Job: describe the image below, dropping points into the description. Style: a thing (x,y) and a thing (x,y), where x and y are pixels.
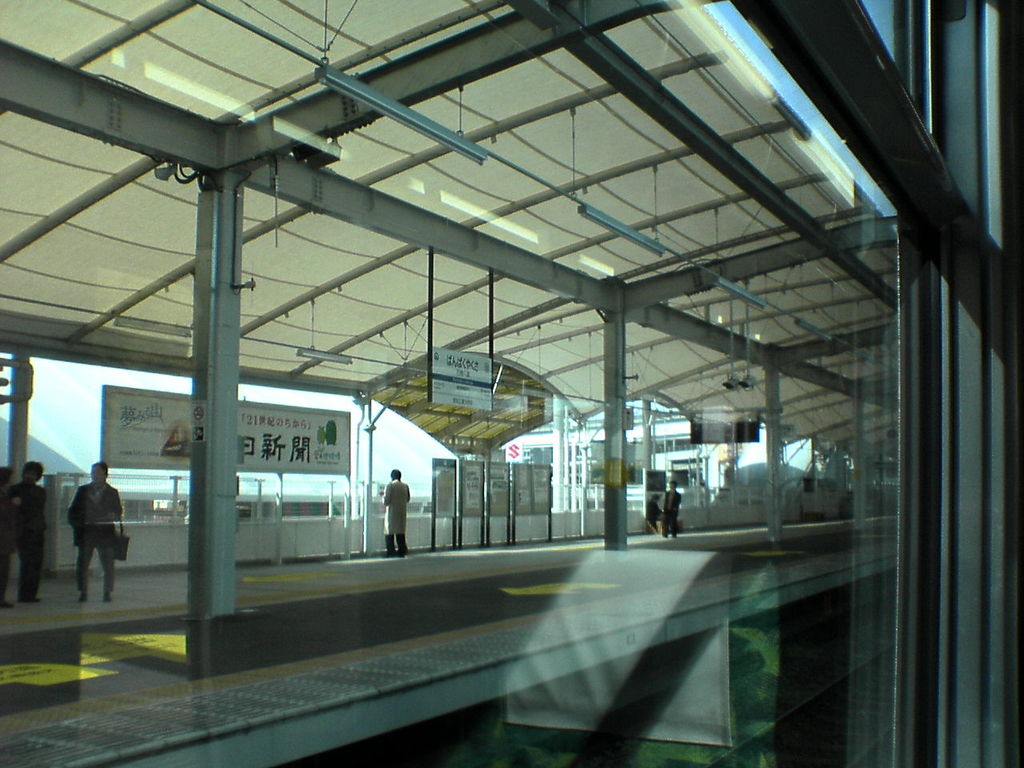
In the picture we can see from the window glass (840,525), outside it, we can see a shed (67,242) with a pillar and some people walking on the path (309,595) and on the ceiling (771,161) we can see some lights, boards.
